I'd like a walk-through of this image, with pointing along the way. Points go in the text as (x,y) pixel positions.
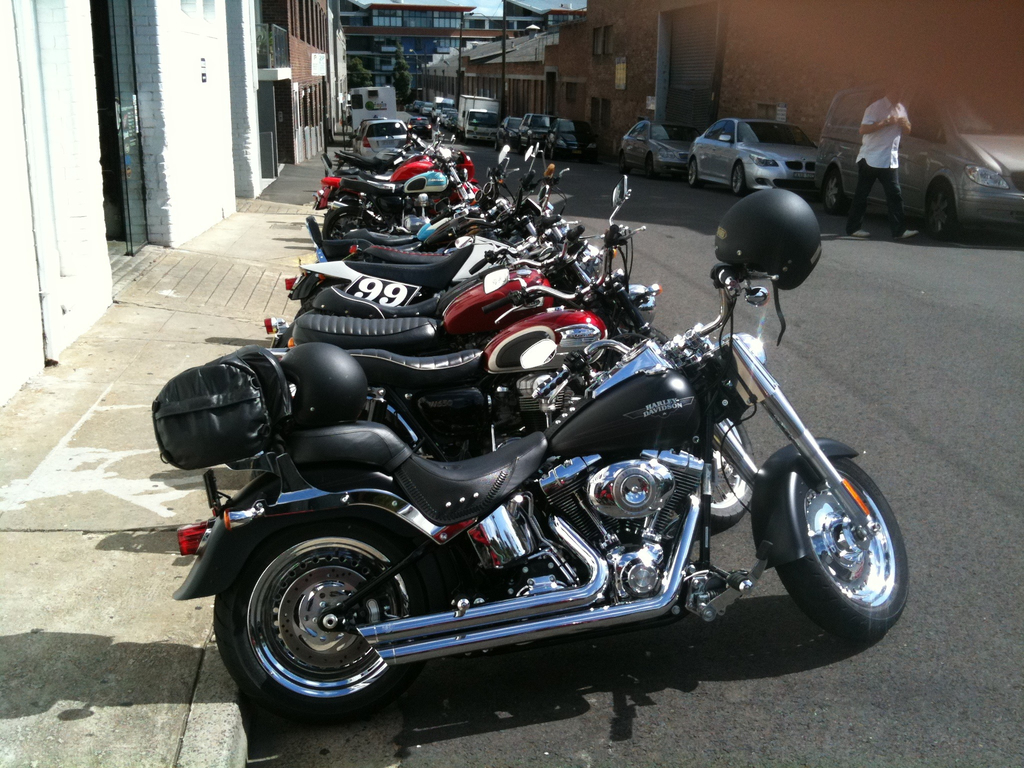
In this picture I can see the road (936,597) on which there are number of bikes (526,243) and cars (771,145) and on the right side of this picture (895,142) I see a man (872,132). In the background (340,26) I see number of buildings (275,90).
